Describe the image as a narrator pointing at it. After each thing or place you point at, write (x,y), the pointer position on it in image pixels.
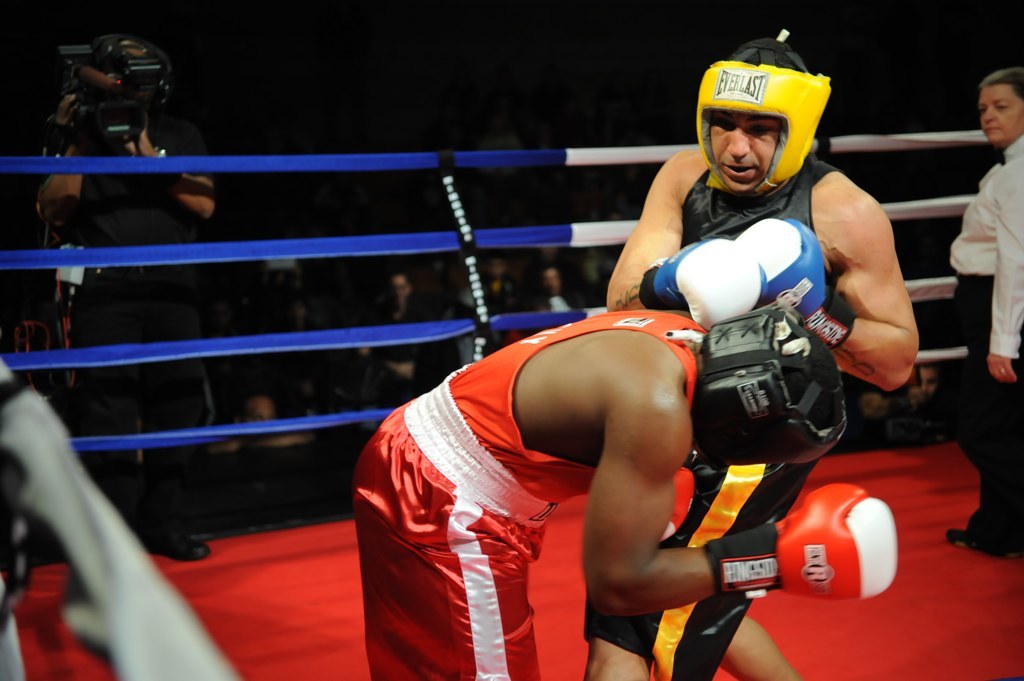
In this image we can see two persons (393,470) fighting in a ring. Behind the ring (472,283) we can see a group of persons (498,257). On the left side (140,128) there is a person (135,296) holding a video camera (102,58). On the right side (992,345), we can see another person (1020,148).
